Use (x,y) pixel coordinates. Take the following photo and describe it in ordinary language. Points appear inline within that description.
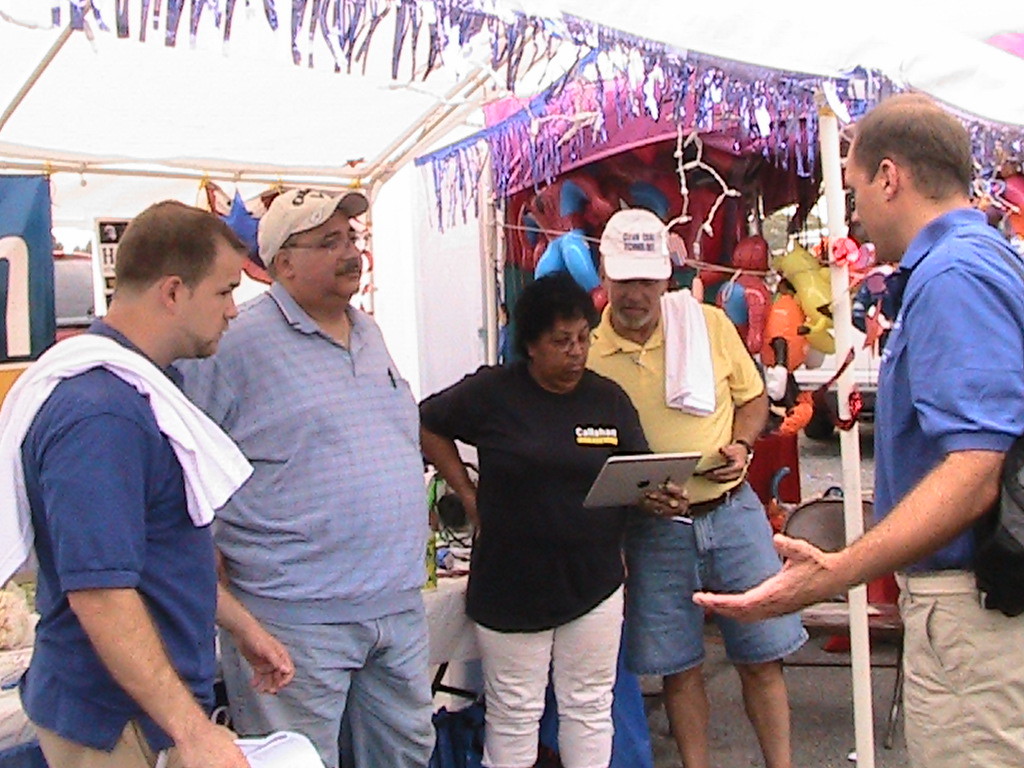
There are many people (373,444) standing. Some are wearing caps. Lady (597,445) is holding a tab (604,486). In the back (478,196) there are sheds (360,167). Inside the sheds (602,153) there are toys (746,298). Also there are some decorations (700,110).
